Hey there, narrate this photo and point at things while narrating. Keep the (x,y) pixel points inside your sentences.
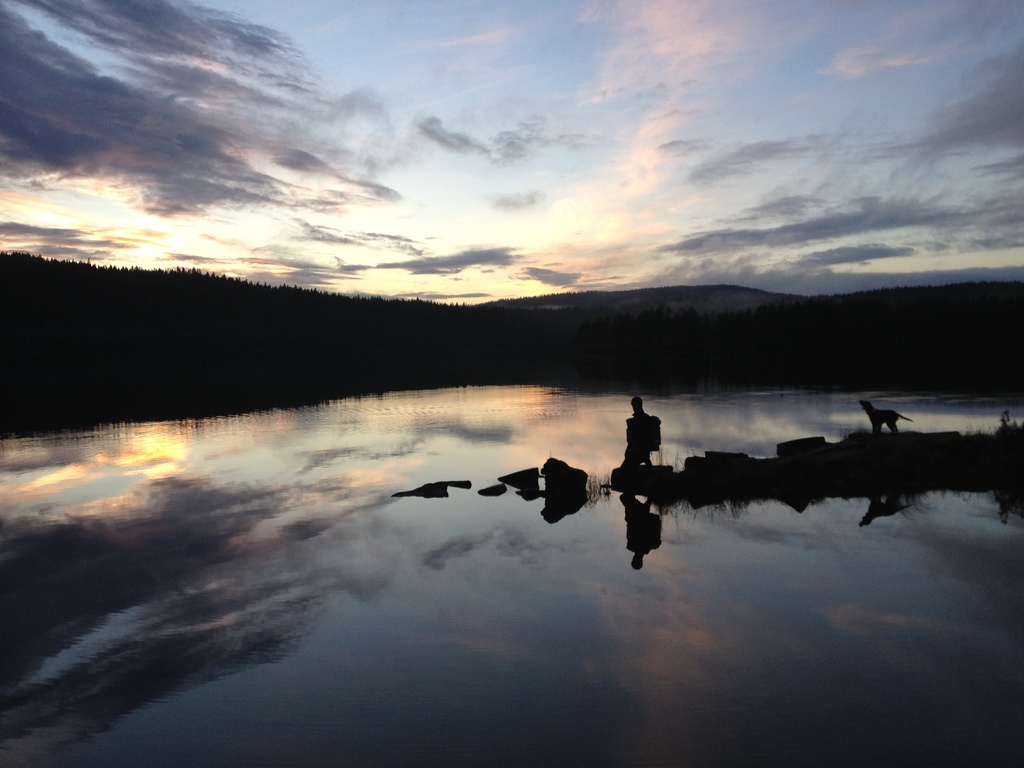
In the picture we can see water (120,498) and on the water (768,709) we can see some rocks (762,461) with a person (633,450) and a dog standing on it and in the background (891,305) we can see trees (660,330) on the hills (446,317) and a sky (370,226) with clouds (348,240).
